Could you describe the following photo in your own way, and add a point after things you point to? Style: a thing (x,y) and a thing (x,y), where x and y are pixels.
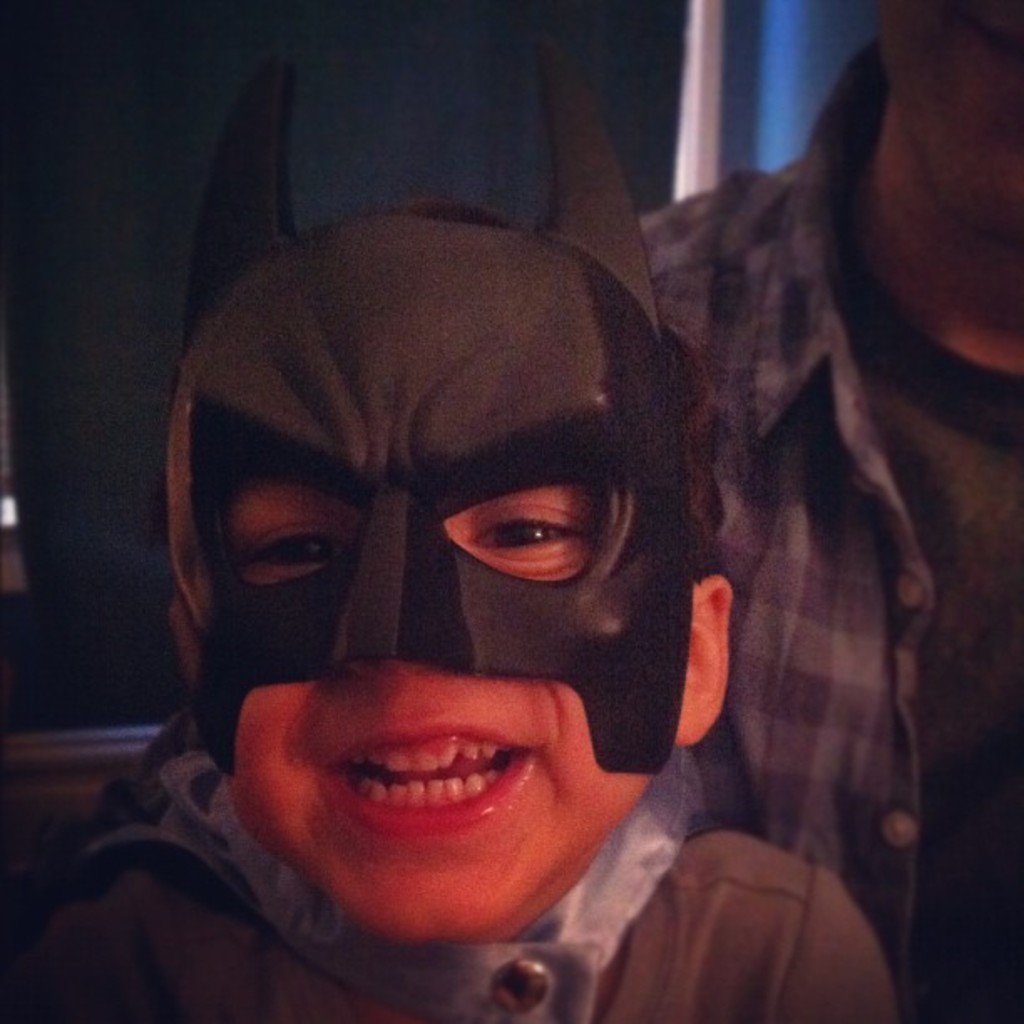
In this picture there is a person (374,408) with mask (295,297) in the foreground (571,567). On the right side of the image (819,754) there is a man (782,783). At the back (230,97) it looks like a wall (239,90).
